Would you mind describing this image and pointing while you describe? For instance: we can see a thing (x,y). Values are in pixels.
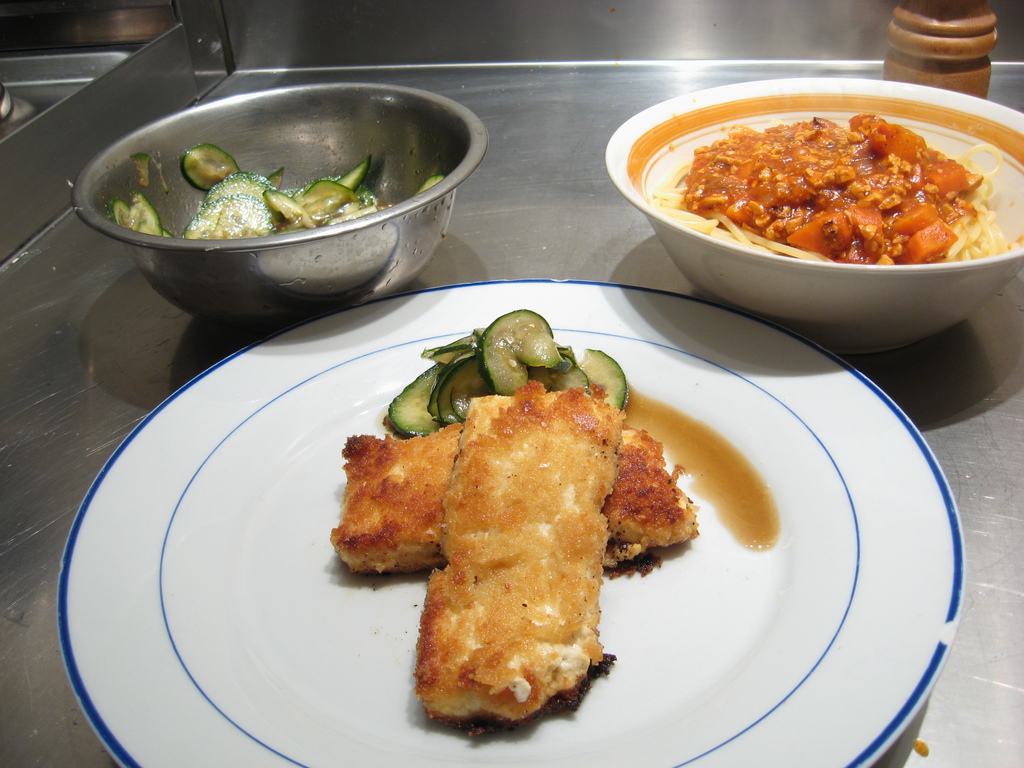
In the center of the image (454,272) we can see an object (974,557). On the object (968,539), we can see one plate (232,585), bowls (835,301), some food items (858,223) and some objects (10,111).
